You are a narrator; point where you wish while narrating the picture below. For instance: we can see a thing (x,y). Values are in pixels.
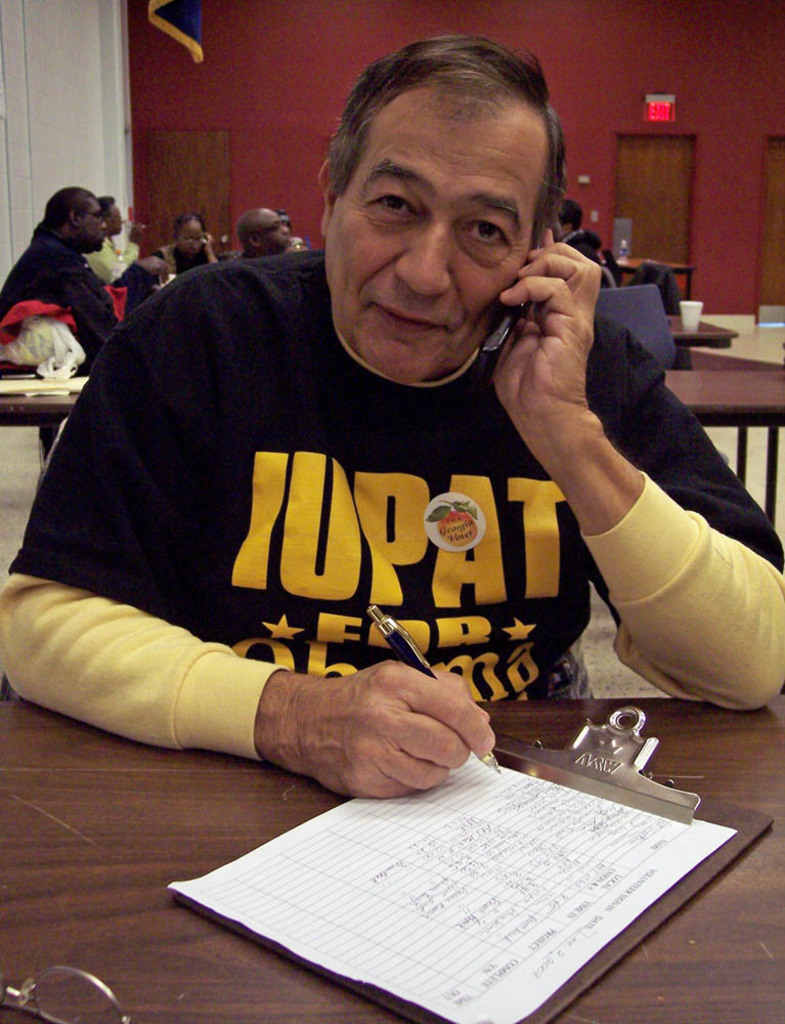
In this image, I can see a person (361,604) sitting and holding a mobile (501,338) and a pen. In front of the person (458,677), I can see a paper (585,850) to a clipboard (622,792), which is on a table (183,993). Behind the man (115,408), I can see a group of people (279,224) sitting and there are tables (695,365), a cup (691,314), bag (36,345) and few other objects (670,297). In the background (197,168) there are doors (778,231) and an exit board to the wall (599,80). At the top of the image (173,25), I can see a cloth (187,26).
